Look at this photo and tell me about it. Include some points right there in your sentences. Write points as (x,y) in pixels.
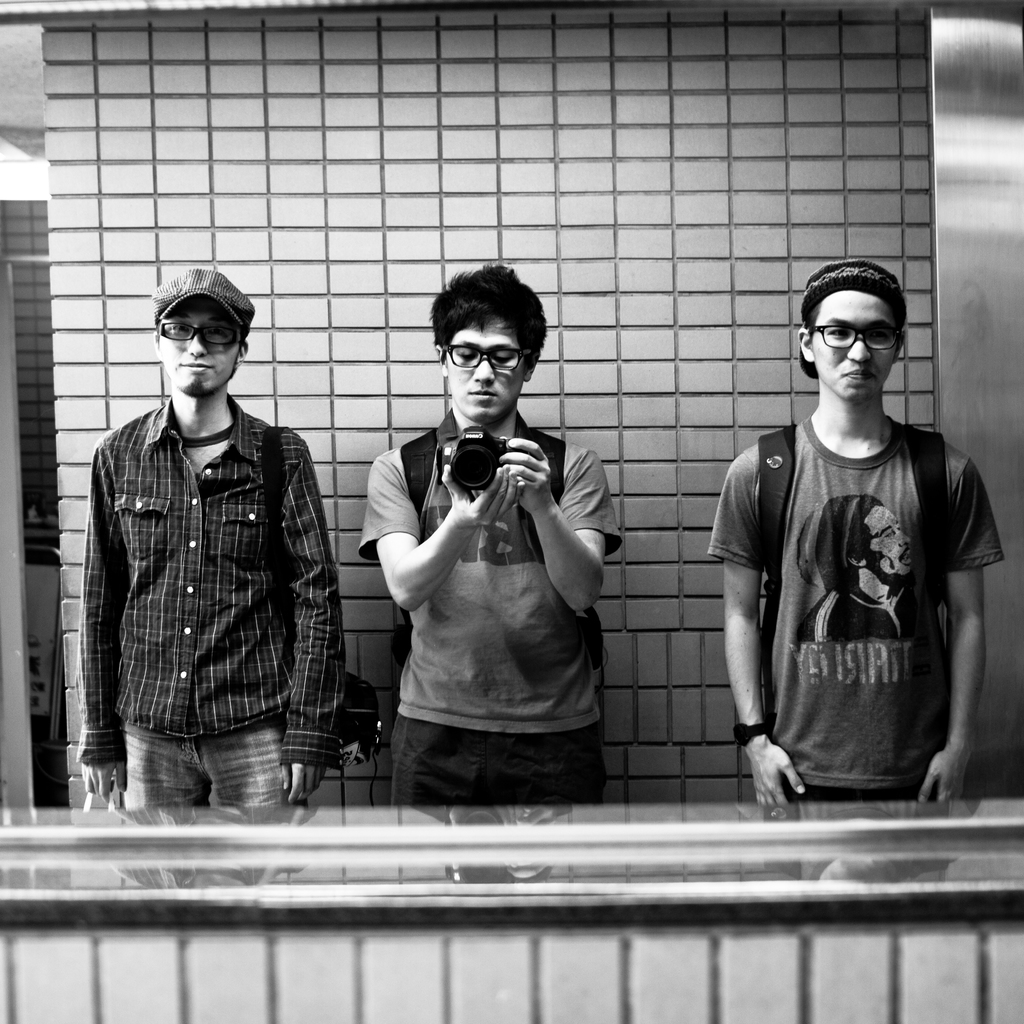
It is the black and white image in which there are three men (497,561) in the middle (550,534). The man (575,571) in the middle (415,563) is holding the camera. In the background (432,62) there is a wall (434,49). The man (808,354) on the right side (851,530) is wearing the bag (773,534) and a cap (845,287).
